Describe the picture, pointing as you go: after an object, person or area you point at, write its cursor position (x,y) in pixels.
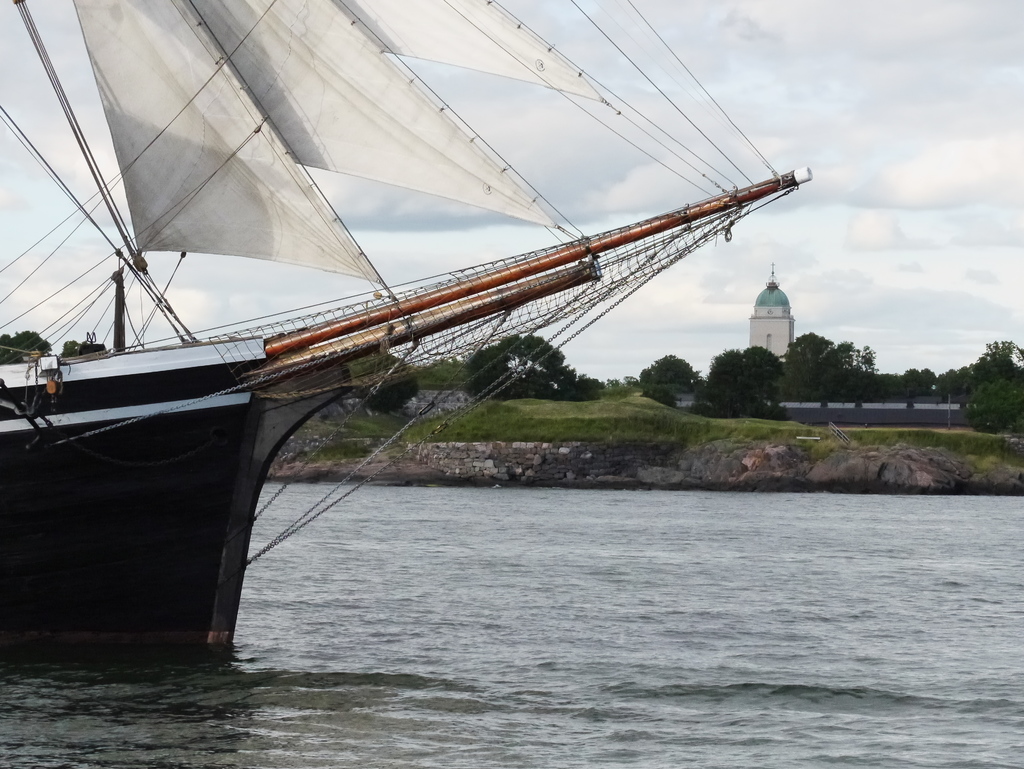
I think this is the ship (190,629) moving on the water (337,689). These are the wind catchers (308,131), which are tied to the ship (416,293). This looks like a wall (543,447). These are the trees (689,365). I can see a building tower (769,324). This is the grass (535,425).
